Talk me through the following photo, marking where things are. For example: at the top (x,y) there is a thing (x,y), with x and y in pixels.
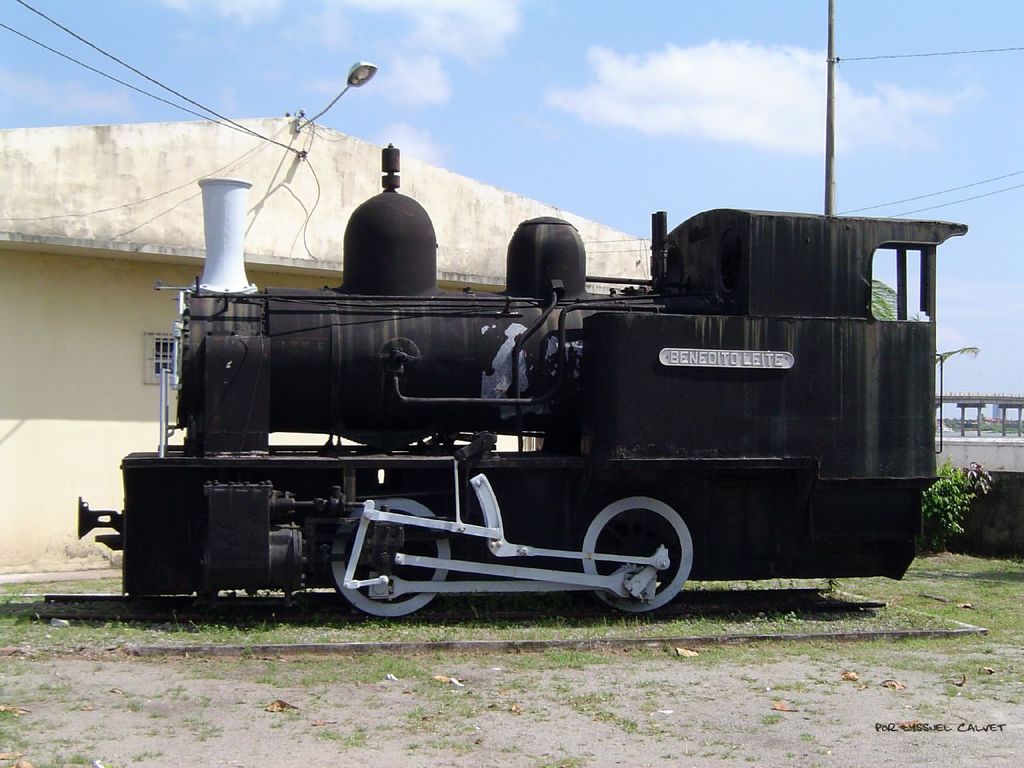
In the image there is a train (512,466) in the middle of grass land (512,756) and behind it there is a building (279,208) and above its sky (672,84) with clouds (401,78).
